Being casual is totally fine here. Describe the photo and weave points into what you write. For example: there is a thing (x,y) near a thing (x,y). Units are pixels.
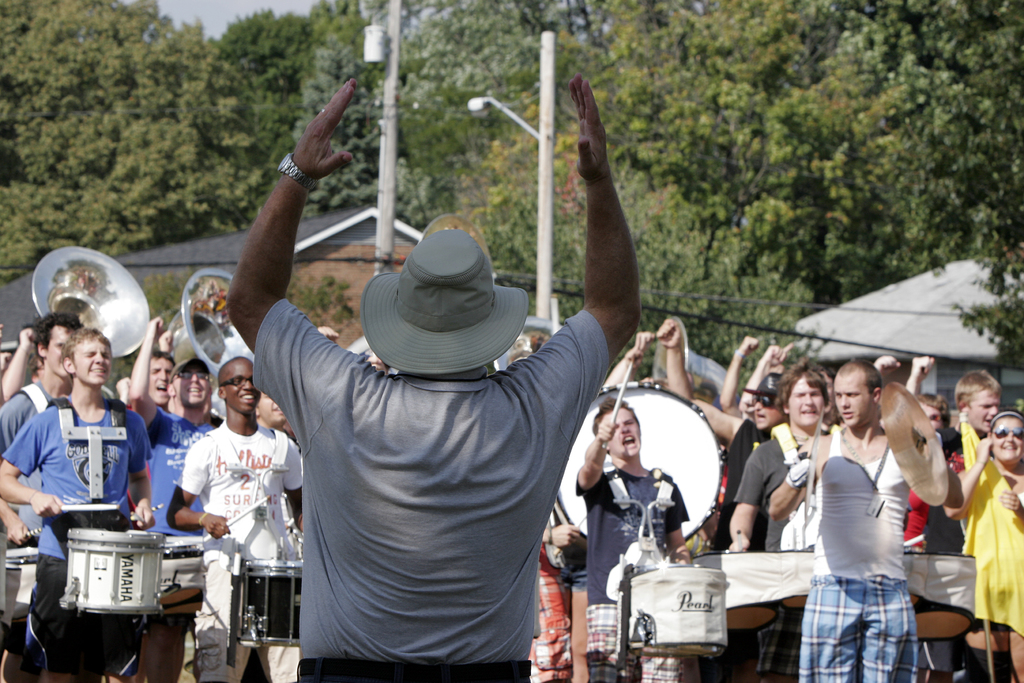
In the picture we can see a man (552,463) standing and raising his hands (592,147) and he is wearing a T-shirt (373,617) and a hat (465,358) and in front of him we can see some people (582,603) are playing a musical instrument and behind them, we can see some people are raising the hands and behind them we can see some plants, houses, trees (579,278) and pole (551,110) with light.
